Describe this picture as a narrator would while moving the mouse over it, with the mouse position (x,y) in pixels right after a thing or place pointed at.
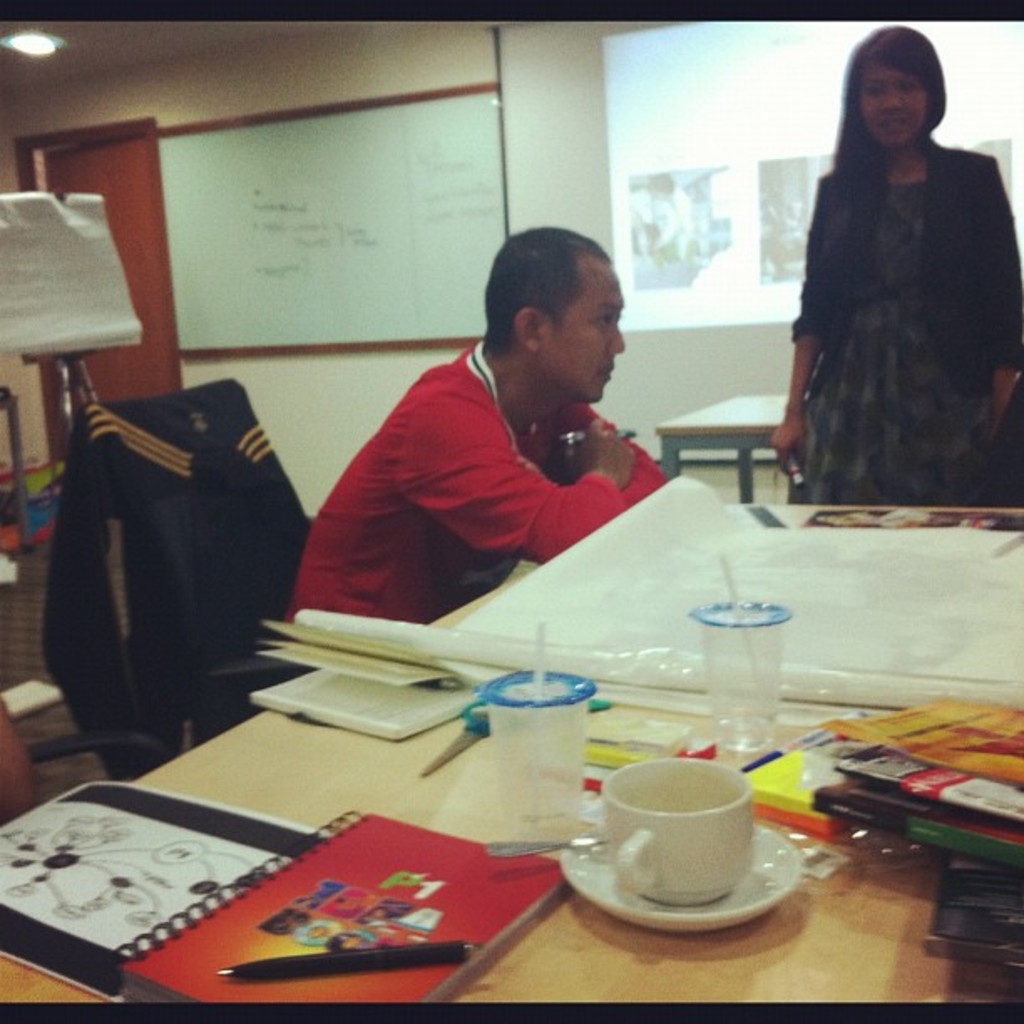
In this picture we see a man (452,605) seated on the chair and we see a woman (1022,335) standing in front of them there is a table (607,953), on the table (850,829) we can see books (972,892), tea cups (728,829) and on the wall (314,84) we can see a notice board (472,144).
